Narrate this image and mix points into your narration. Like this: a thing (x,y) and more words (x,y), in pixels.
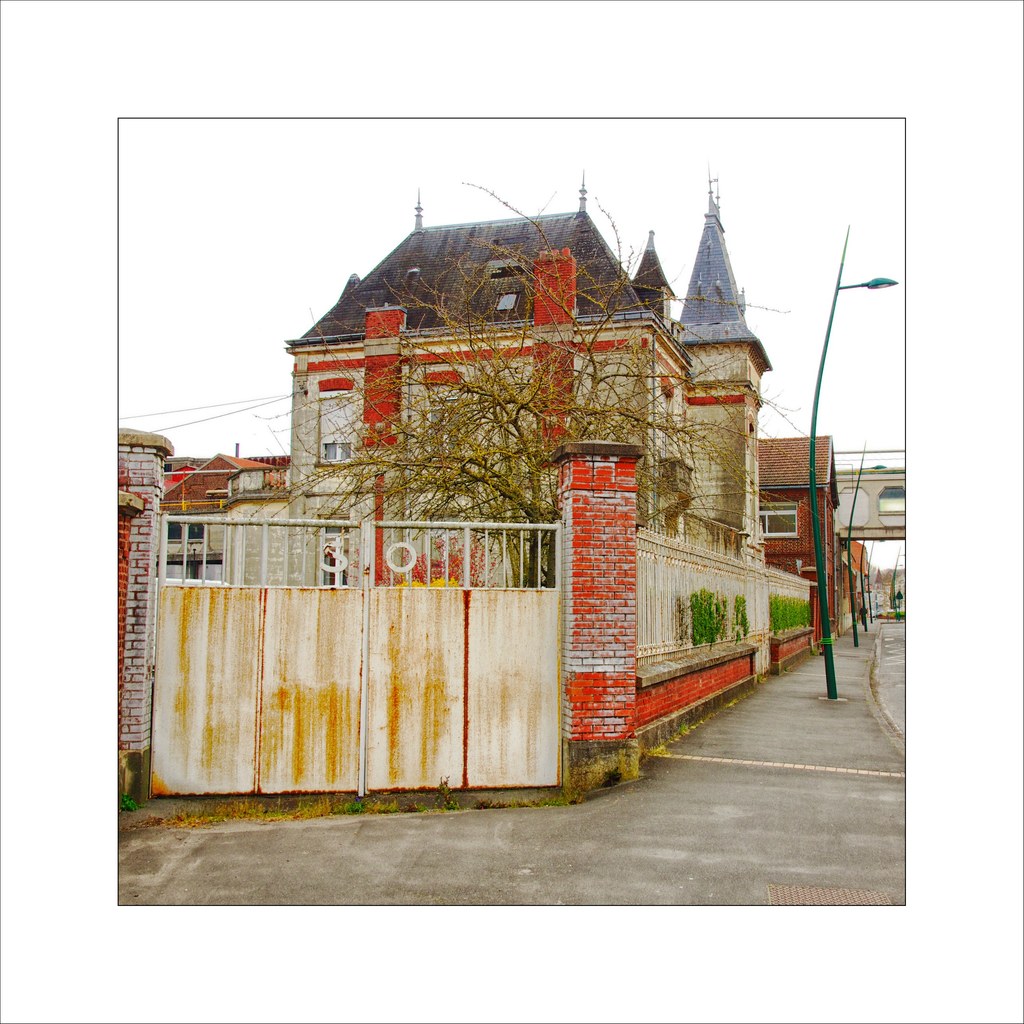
This image is clicked on the road (408,857). To the left (315,562) there are buildings (783,439). In the foreground (321,632) there is a gate (482,708) to the wall (602,667). Behind the gate (367,599) there is a tree (561,441). To the right (827,647) there are street light poles (827,602) on the walkway (819,691). At the top (346,157) there is the sky (356,166).
